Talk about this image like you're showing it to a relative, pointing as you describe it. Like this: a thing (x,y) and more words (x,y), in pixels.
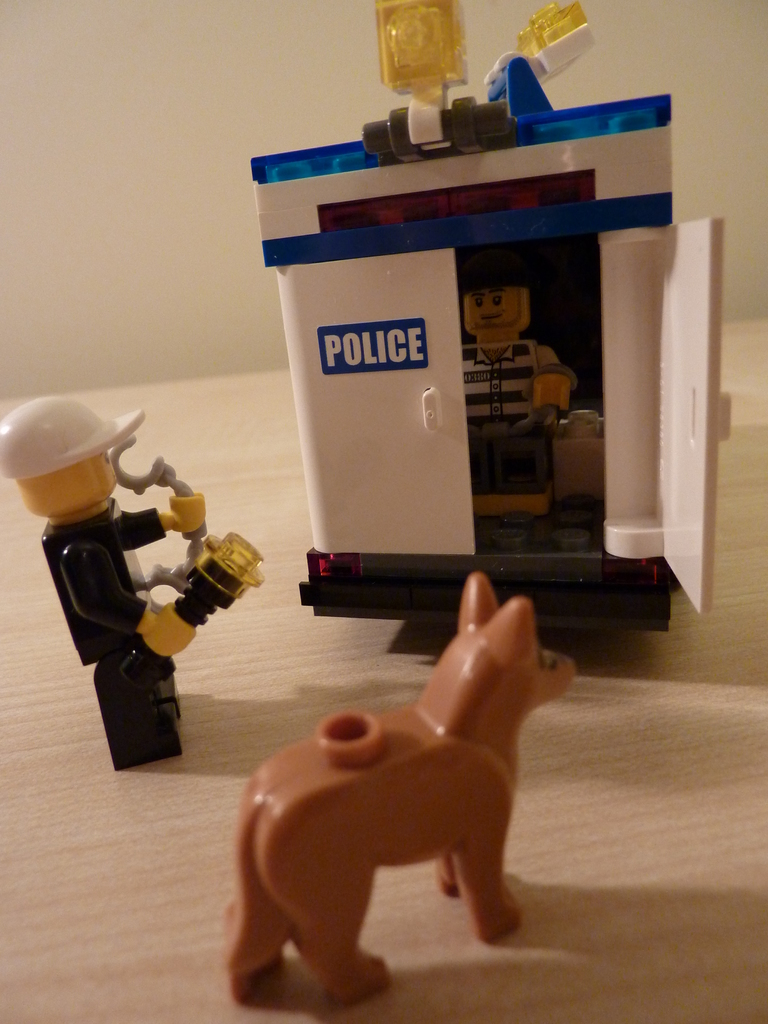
In this image we can see toys (553,548) placed on the wooden table (52,671). In the background (151,265), we can see a wall (173,223).
